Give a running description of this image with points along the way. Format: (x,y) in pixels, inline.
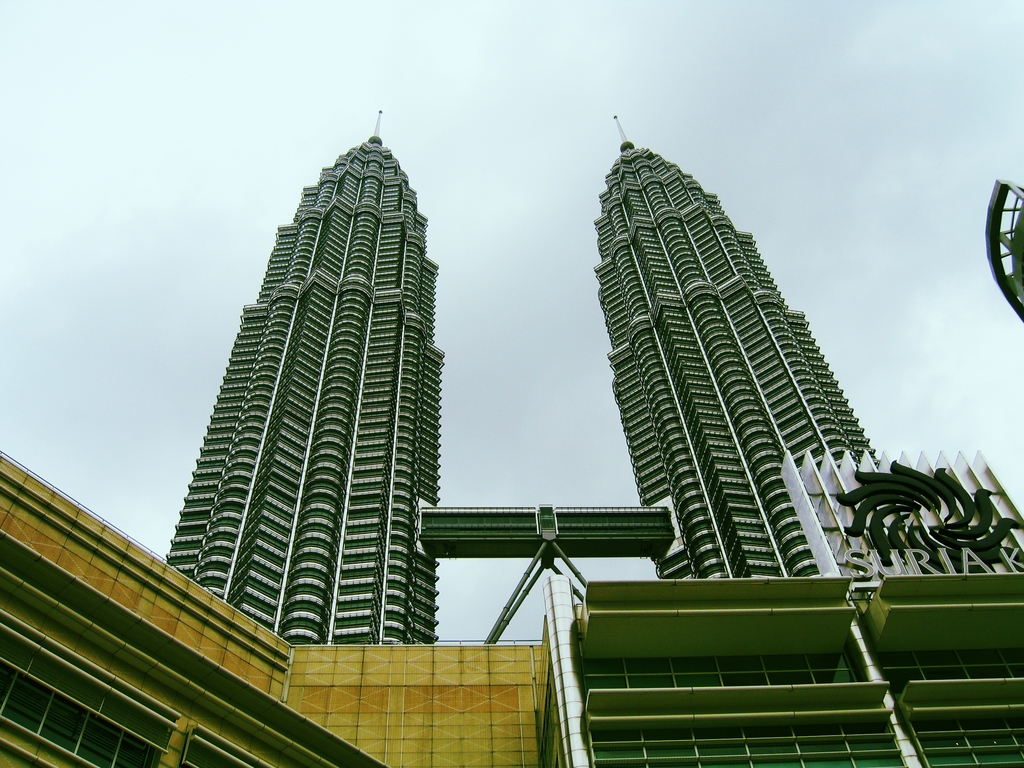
As we can see in the image there are buildings (433,492) and banner (808,497). On the top (383,117) there is sky (383,117).
